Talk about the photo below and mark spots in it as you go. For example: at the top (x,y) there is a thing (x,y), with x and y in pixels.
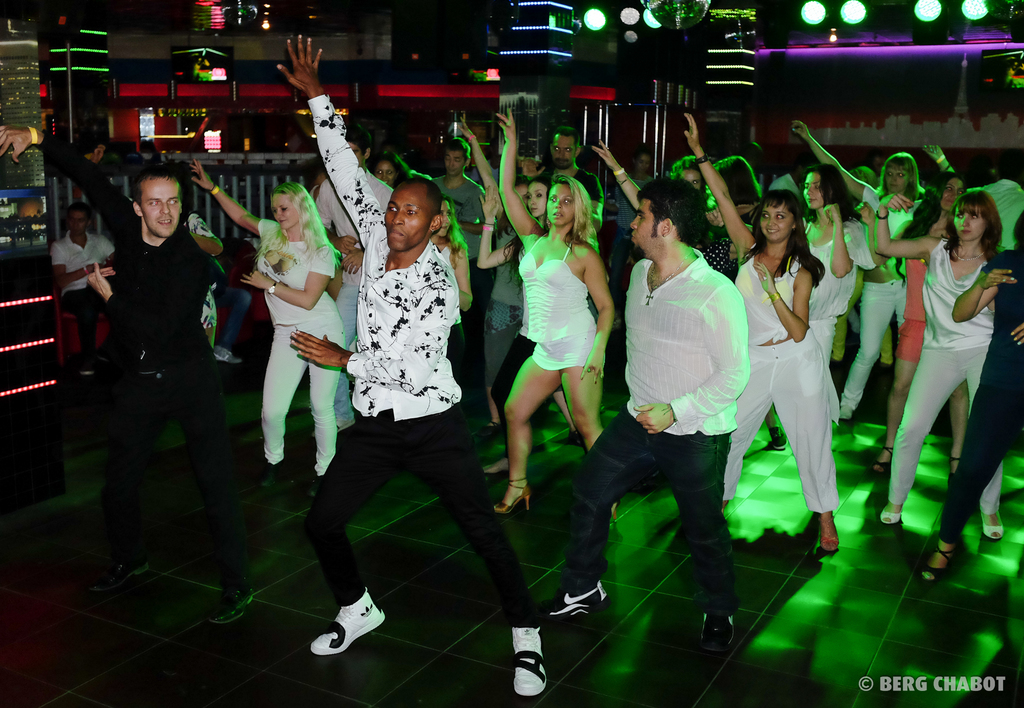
In this picture I can see three men (645,357) who are standing on the floor (498,667). Behind them I can see many women (718,256) who are dancing. At the top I can see the lights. On the left (81,259) there is a man (70,268) who is sitting on the chair (55,317). Beside him I can see the tables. In the bottom right corner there is a watermark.
